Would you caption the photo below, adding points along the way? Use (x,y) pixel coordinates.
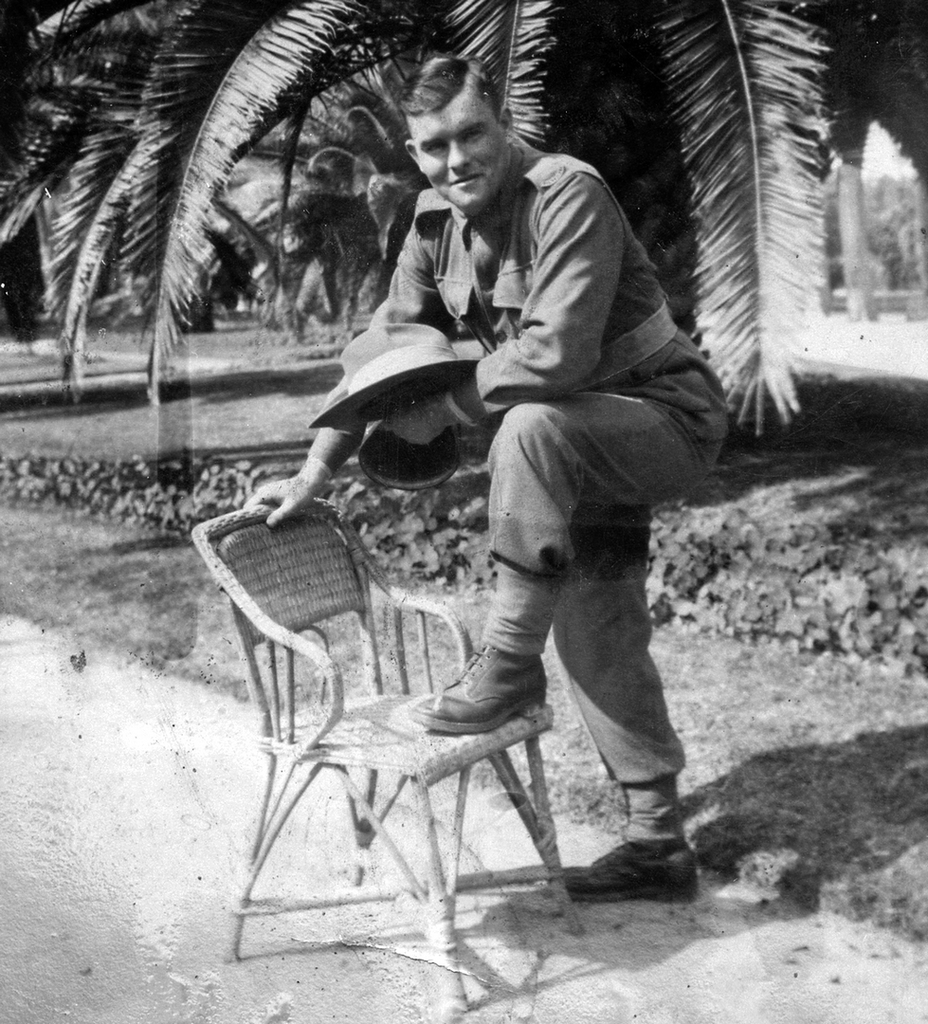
This image is a black and white image. This image is taken outdoors. At the bottom of the image (541,702) there is an empty chair (443,741) and a man (448,308) is standing and placing his leg (531,419) on the chair (455,759). He is holding a cap (439,361) in his hand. In the background (371,270) there are a few trees (896,236) and there are a few plants (699,537) on the ground (849,720) and there is a ground (811,510) with grass (781,447) on it.
